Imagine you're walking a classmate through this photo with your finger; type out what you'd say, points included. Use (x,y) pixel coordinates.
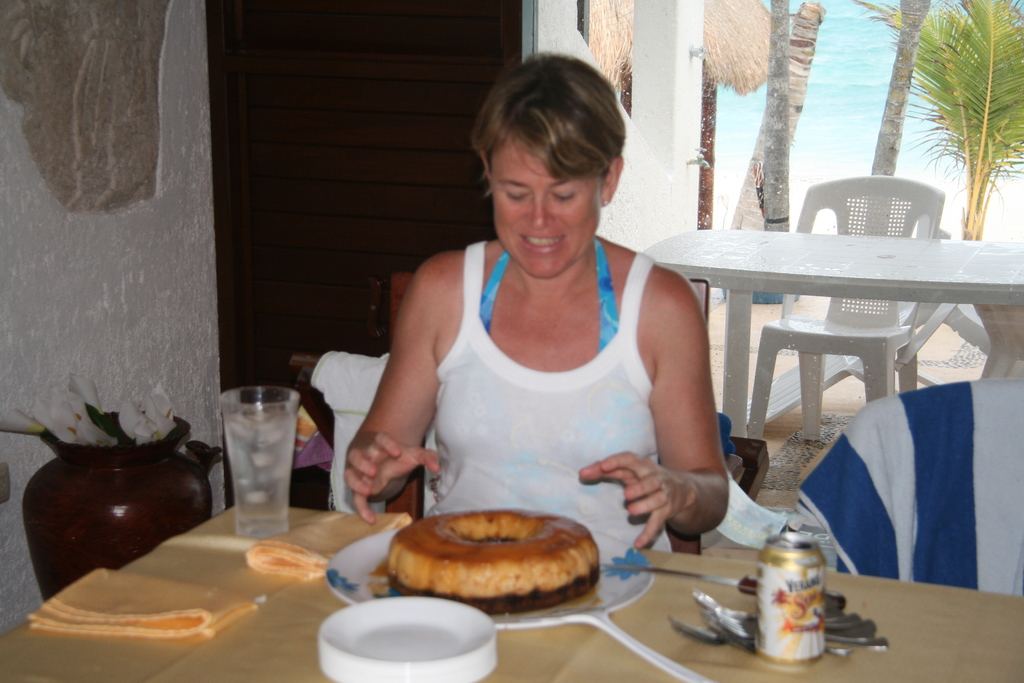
In this image I can see the person (430,458) sitting and the person (601,433) is wearing white and blue color dress (601,313). In front (512,553) I can see the food (515,588) in the plate (527,614) and the food (519,593) is in brown color and I can also see the tin (775,625), few plates (432,632) and the glass (259,494) on the table (251,581). In the background (192,317) I can see the wall (189,228) in white color and I can also see few flowers (84,425), a chair (869,345) and the table (840,273) and I can see few plants (946,71) in green color and the water (847,87) is in blue color.
